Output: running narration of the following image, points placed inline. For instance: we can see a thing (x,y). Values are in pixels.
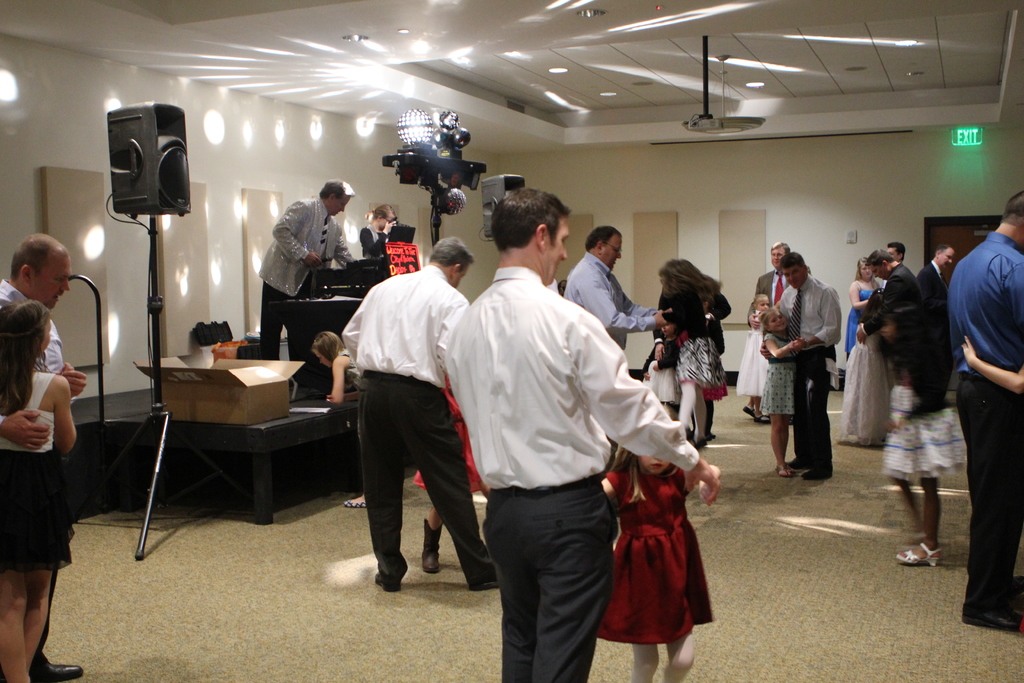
In the picture I can see a group of people (523,424) are standing on the floor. I can also see lights (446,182) on the ceiling (516,136), walls (713,266), a box (217,387) and some other objects (345,264). This is an inside view of a room (314,462).
